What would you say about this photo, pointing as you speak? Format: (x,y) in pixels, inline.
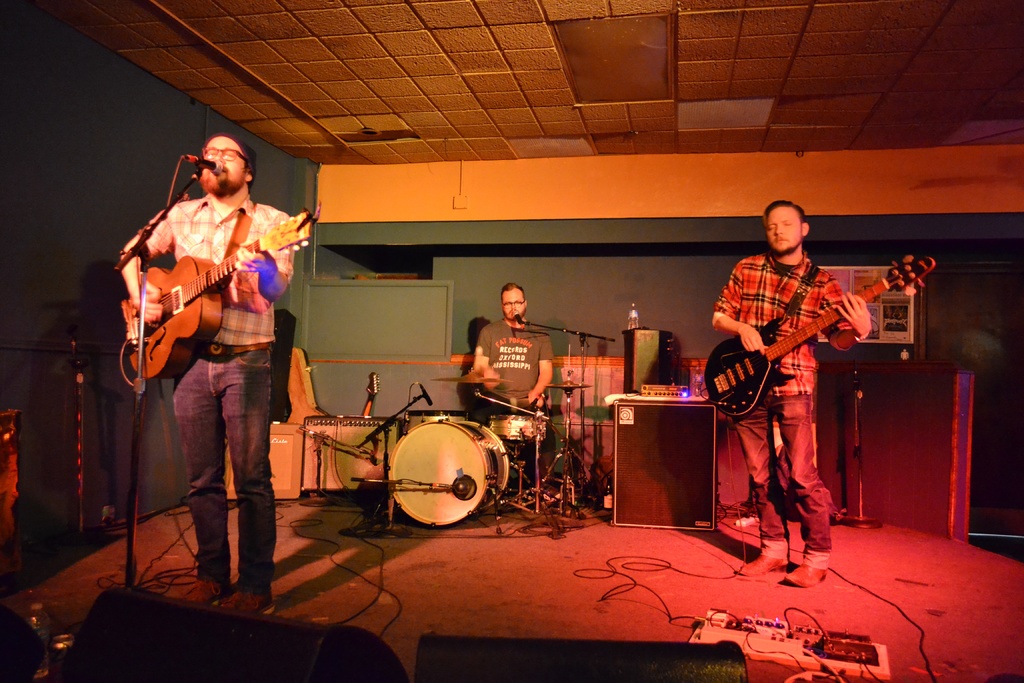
This image is clicked in a musical concert. There is a person (228,317) standing on the left side (231,325) is playing guitar (214,273) and singing something. He is wearing blue pant (246,381) and checked shirt (233,291). A person (833,308) the right is also playing guitar (817,329) he is wearing shoes (825,579). The person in the middle of the image (522,363) is playing drums (569,477) he is wearing a shirt (533,377) and singing something. and there are wires (627,576) in the image on the stage (556,631).
